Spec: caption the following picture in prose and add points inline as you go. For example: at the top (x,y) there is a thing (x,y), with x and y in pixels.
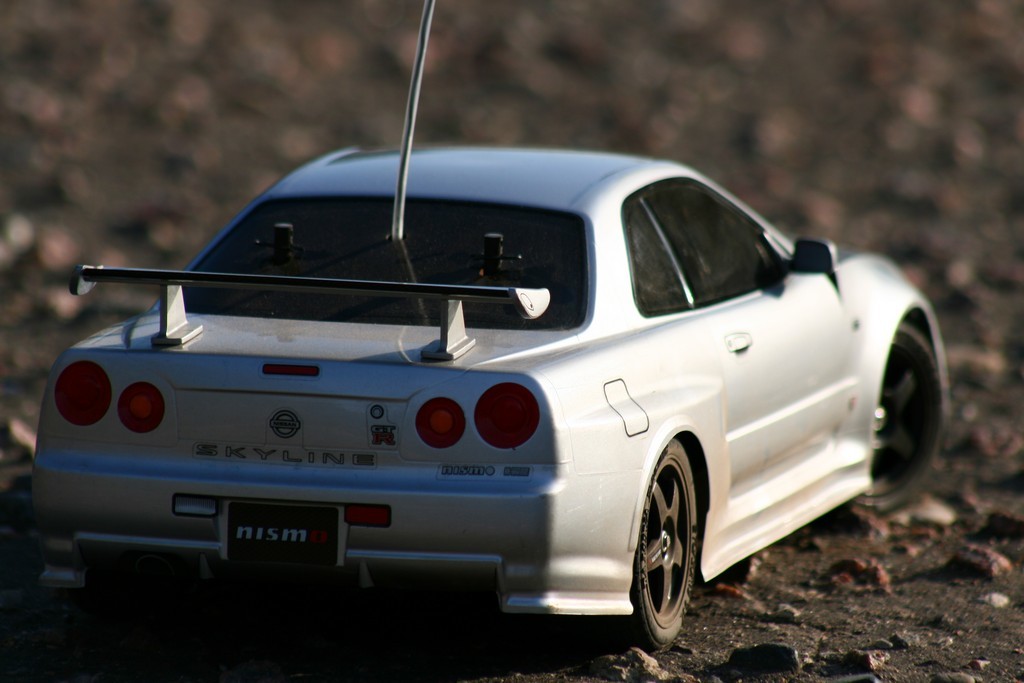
In this picture, we see a toy car (479,380). It is in white color. At the bottom (755,602), we see the stones (312,590). In the background (275,107), it is grey in color and this picture is blurred in the background (254,103).
